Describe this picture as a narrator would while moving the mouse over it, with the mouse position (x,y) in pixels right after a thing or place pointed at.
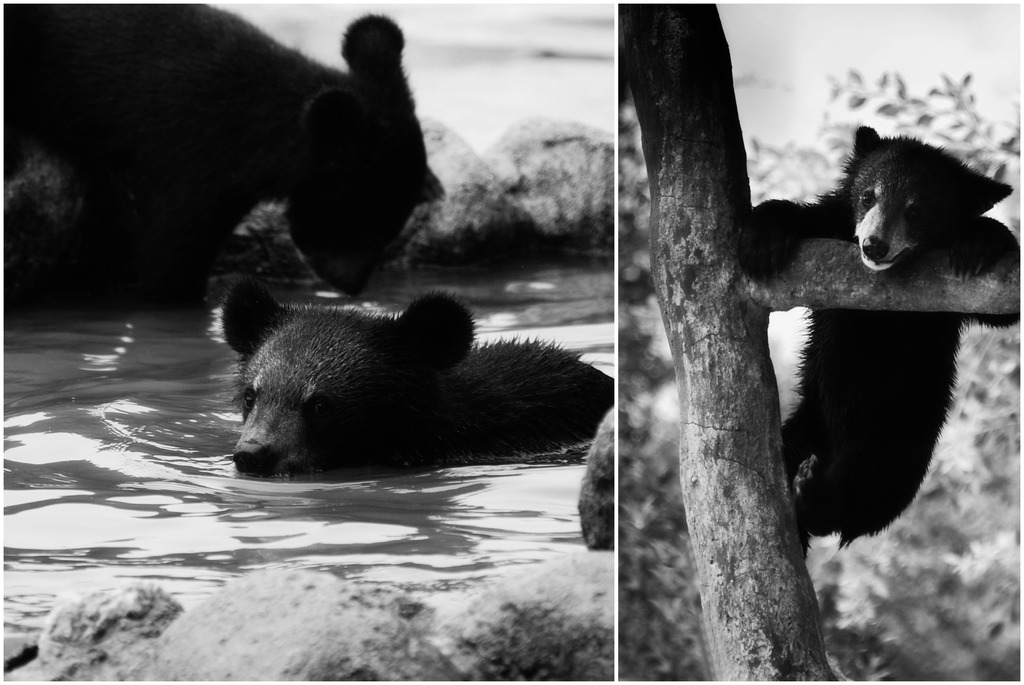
This is a collage image of American black bear (436,335) in the water (226,456) and hanging on the branch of a tree (687,307), in this image there are rocks (419,616), water (419,504) and trees (630,238).
